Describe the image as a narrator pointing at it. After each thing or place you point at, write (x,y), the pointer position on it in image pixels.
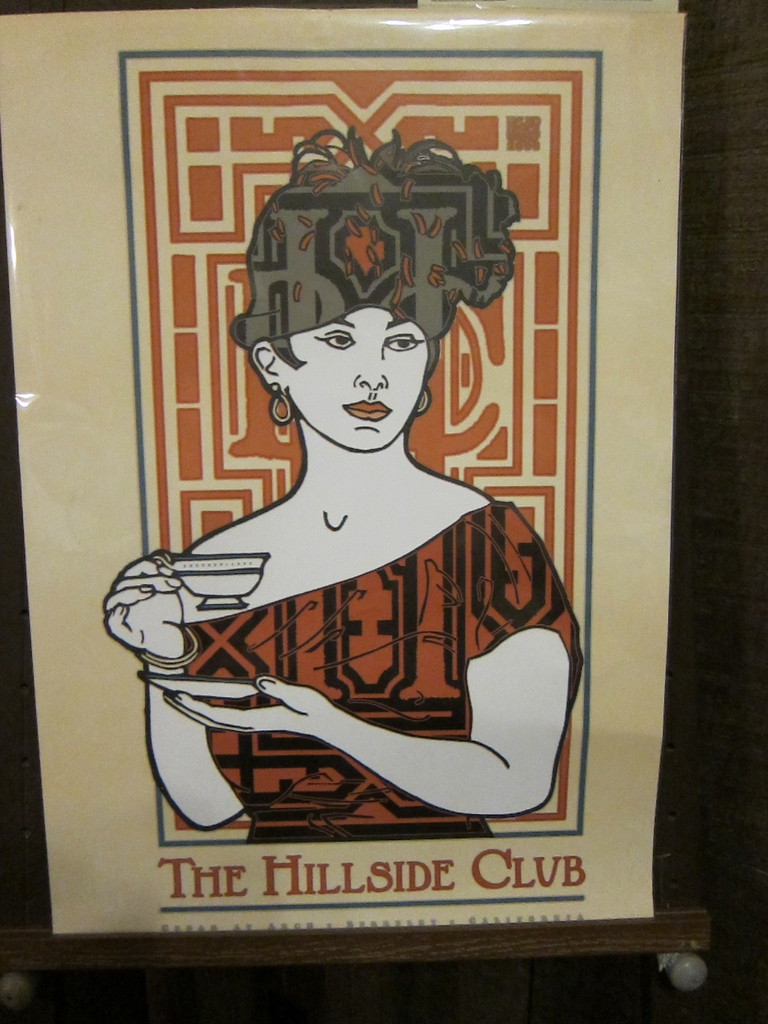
In the image we can see a poster (61,195) on a wall (753,757).
